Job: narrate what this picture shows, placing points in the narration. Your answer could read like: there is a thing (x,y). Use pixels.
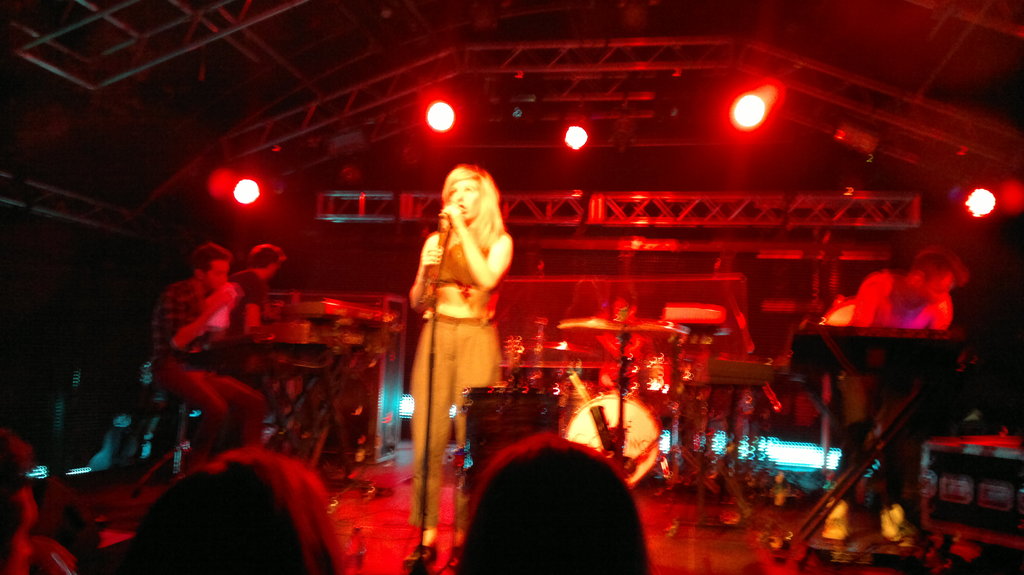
In the picture I can see people (561,445) among them one woman (479,381) is standing and some others (849,382) are sitting. The woman (457,345) is holding the microphone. In the background (503,350) I can see stage lights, musical instruments (559,378) and some other objects (527,310).
